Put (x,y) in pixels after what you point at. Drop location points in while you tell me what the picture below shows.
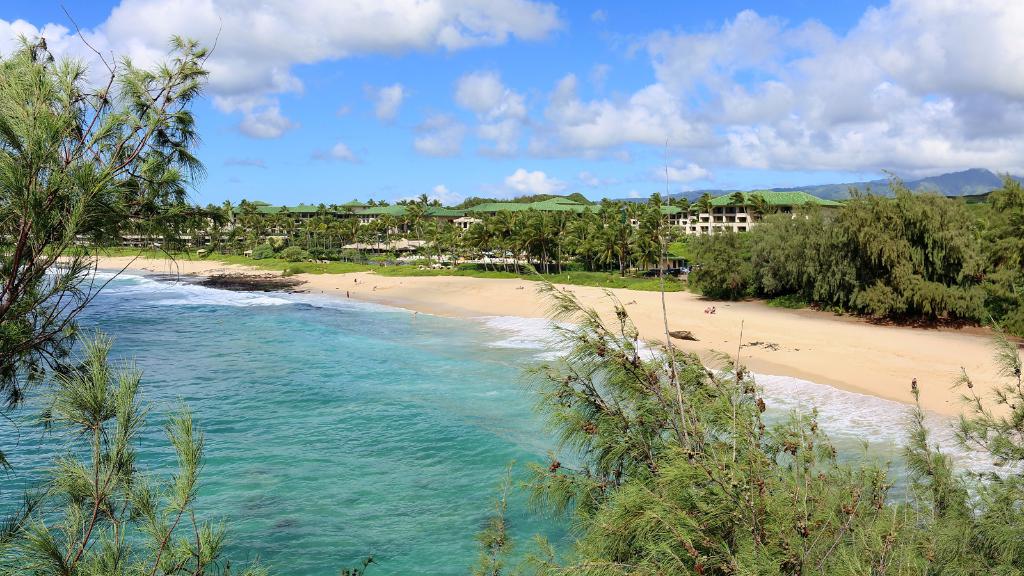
In this image I can see a beach (385,294), water (354,366), number of trees (778,518), few buildings (378,219), clouds (546,120) and the sky (332,155).
